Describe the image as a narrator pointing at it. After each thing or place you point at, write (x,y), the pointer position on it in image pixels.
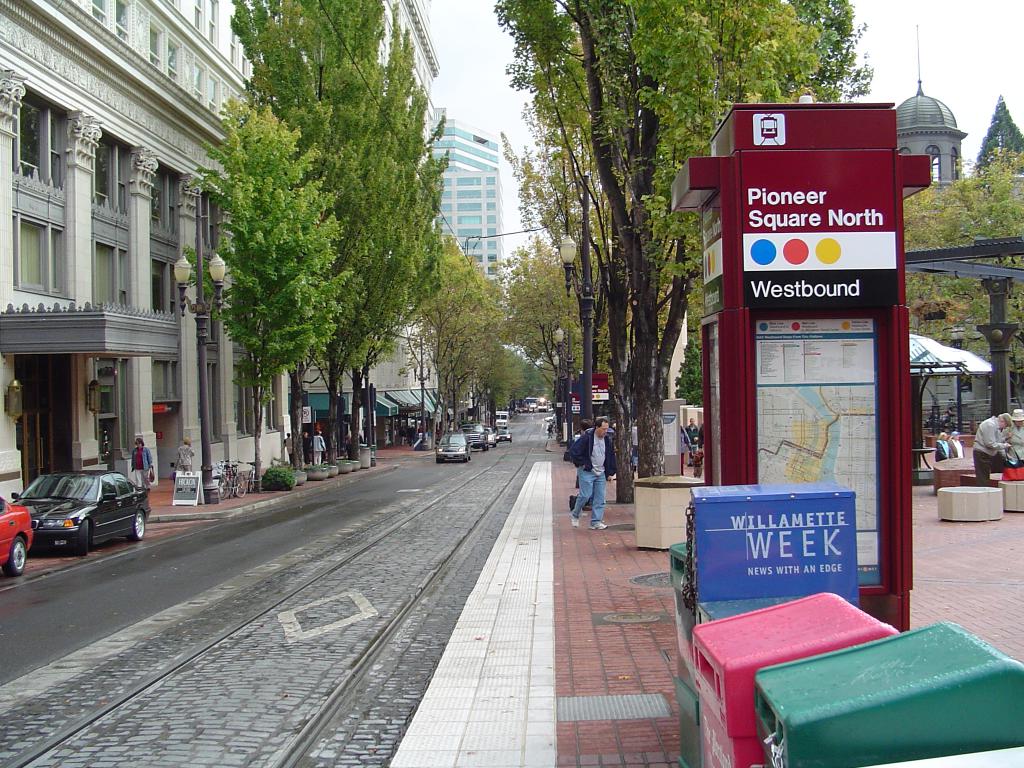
In this image I can see number of vehicles (485,430) on road (285,650). I can also see number of trees (536,374), few buildings (491,231), few poles (589,420), few street lights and I can also see few people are standing. Here I can see few different colour of things (719,496) and I can also see something is written over here.
